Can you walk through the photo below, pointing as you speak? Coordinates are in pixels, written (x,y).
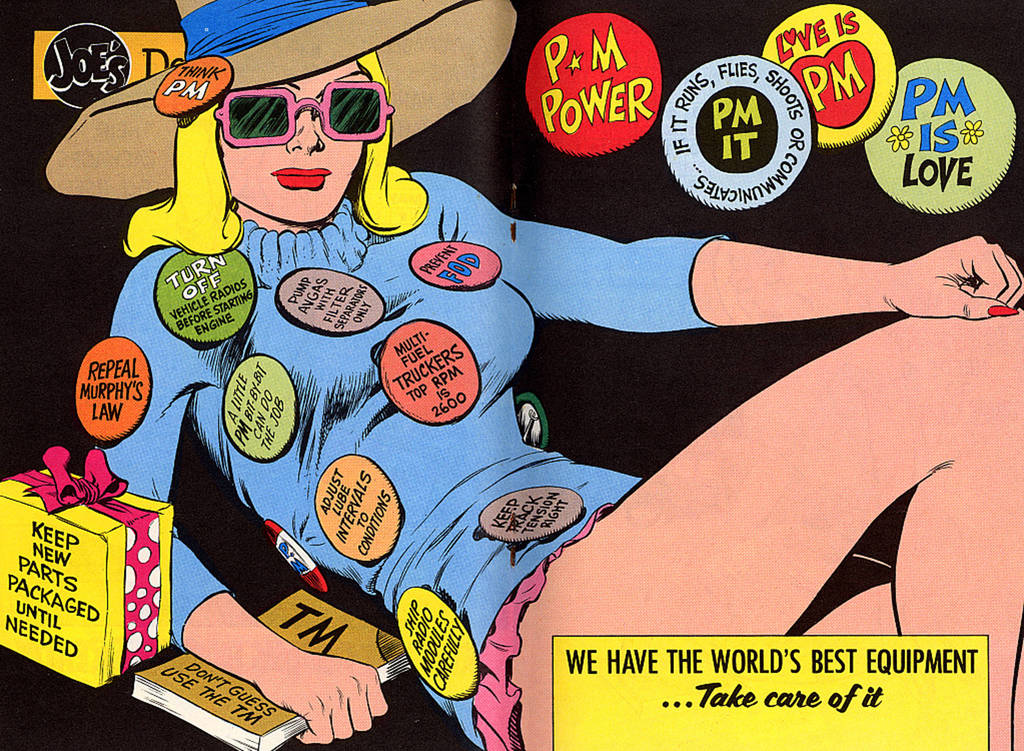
This is an animated picture. In this picture there is a woman (465,432) wearing a hat (287,76) and goggles (346,127). On the left (149,624) there is a book (178,696) and a gift box (72,531). At the top (947,88) there are badges (746,61). On the right (790,639), at the bottom (730,682) there is text (762,691).
